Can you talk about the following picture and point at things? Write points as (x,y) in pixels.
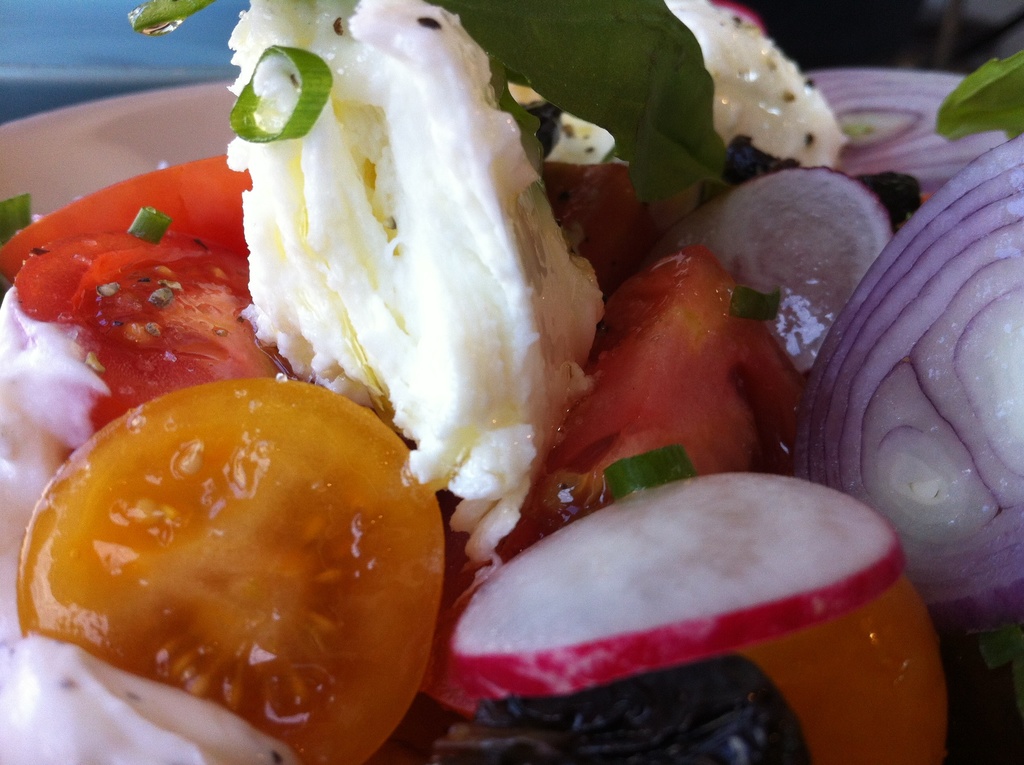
In this image I can see a white color plate (101,162) which consists of some food items (428,682) in it.
